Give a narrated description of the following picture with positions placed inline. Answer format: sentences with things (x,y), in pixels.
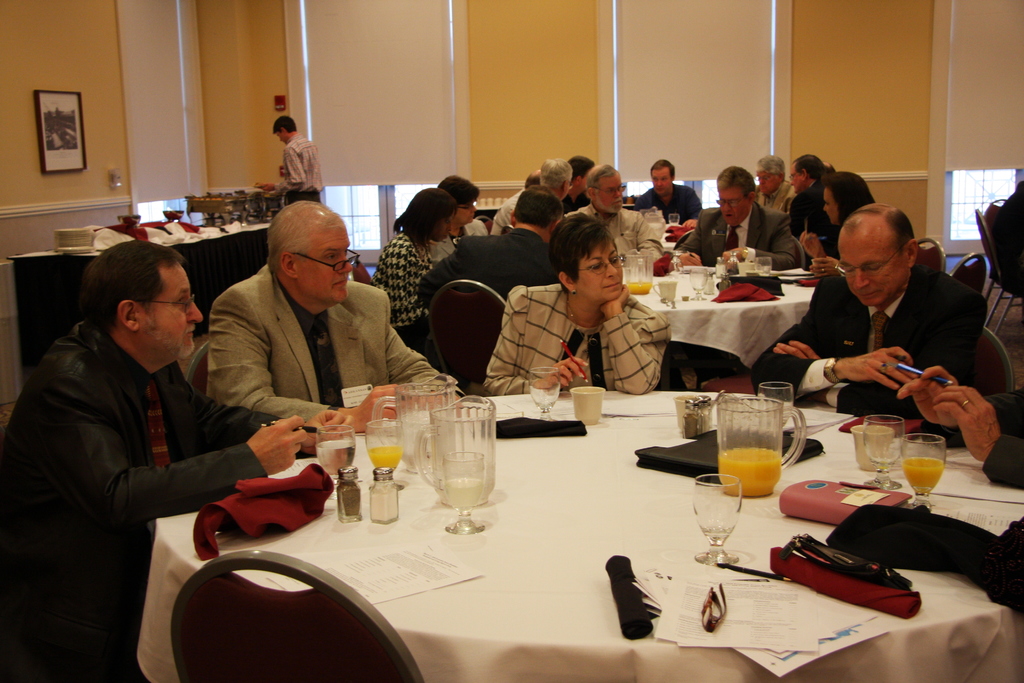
Few persons (898,279) are sitting on the chair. This person (307,189) standing. We can see table (592,425) and chairs (248,654). On the table (959,603) we can see jar (758,463) with juice (763,467) and glass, book (831,507), paper (743,591), cloth (898,526) and things (584,415). On the background (499,59) we can see wall (260,63), frame (60,101).
